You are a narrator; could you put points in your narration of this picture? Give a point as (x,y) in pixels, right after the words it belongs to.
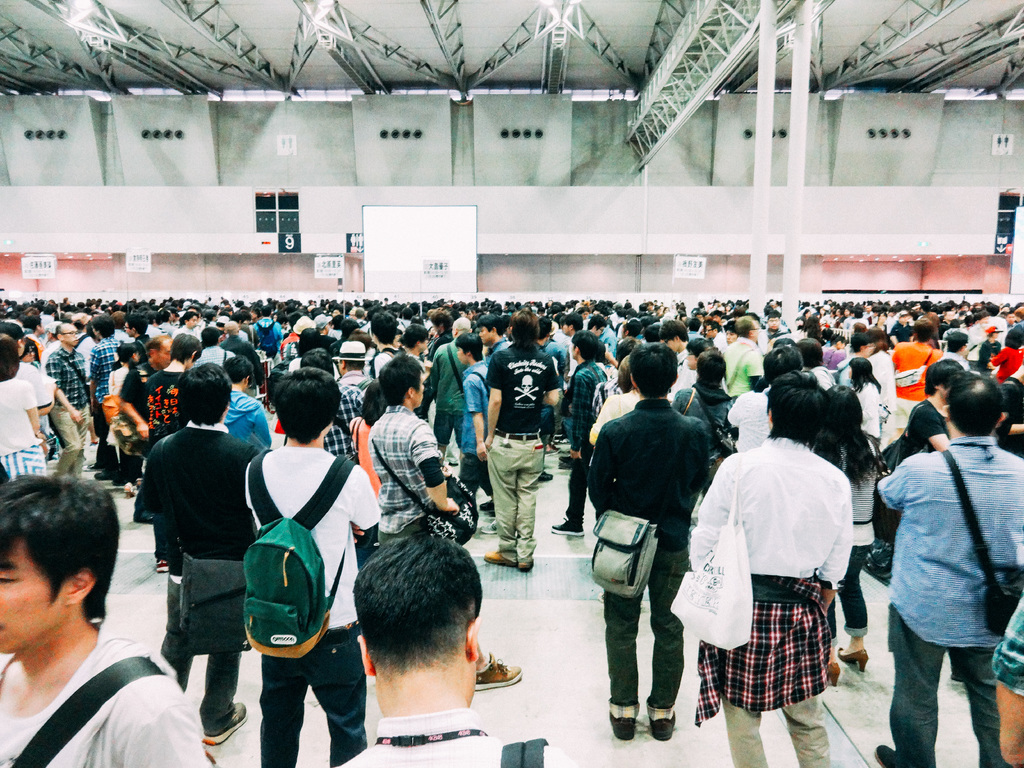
These group of people (223,430) are standing. Front this 2 persons (311,477) wore bags (265,559). Far there is a whiteboard (434,227). A posters (340,261) on wall (931,250).
